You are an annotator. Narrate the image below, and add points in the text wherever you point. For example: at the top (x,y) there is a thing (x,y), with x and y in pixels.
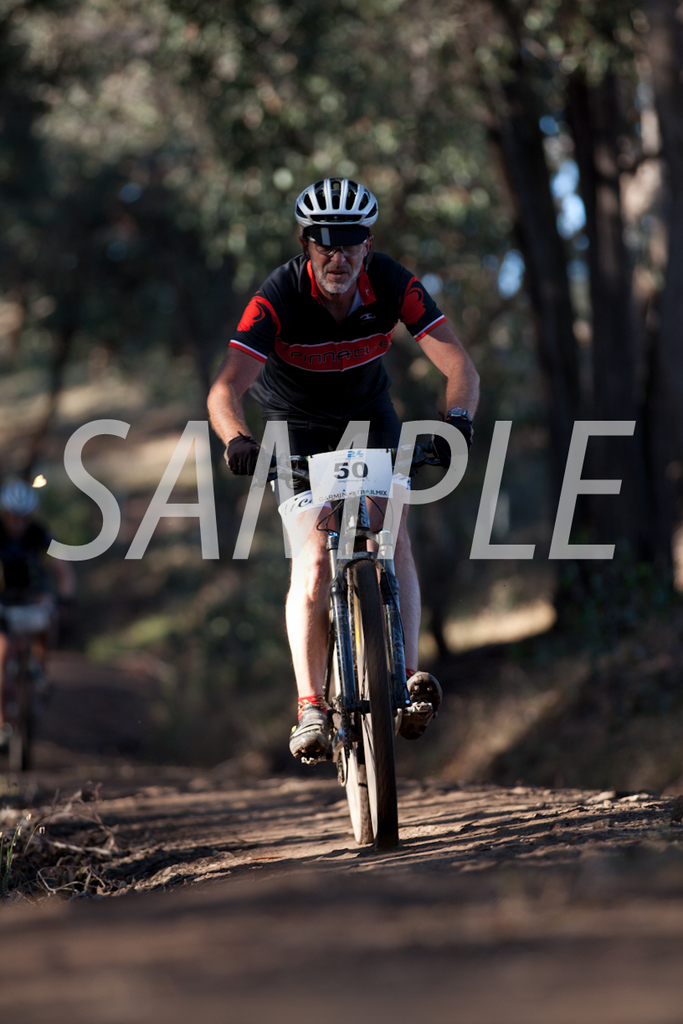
In this picture we can see a man (343,379) is riding a bicycle (338,502), he wore a helmet (331,206), gloves (256,454) and shoes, in the background (520,141) there are some trees (176,292), we can see another person (54,595) on the left side (17,599), there is some text (55,545) in the middle (353,510).
